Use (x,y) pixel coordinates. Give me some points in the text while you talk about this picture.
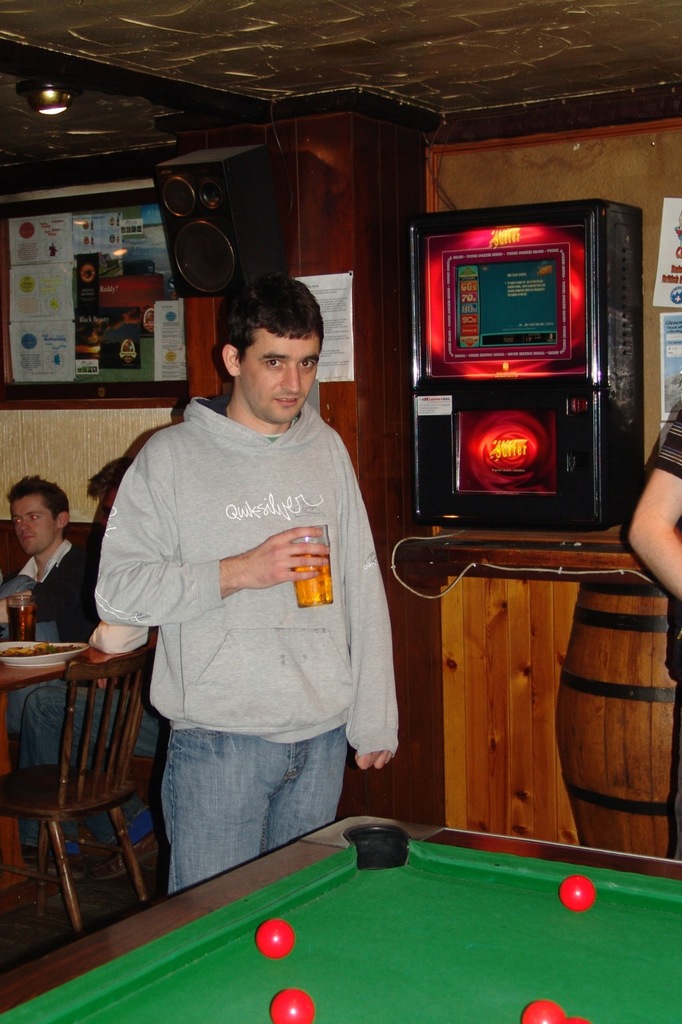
In this image, we can see a person (281,603) is holding a glass (312,586) with liquid (321,600). At the bottom (399,912), we can see a pool ball table (410,914) with balls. Background (109,437) we can see a wall (79,450), board (50,399), some stickers (140,312), speaker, machine (542,462), wooden barrel (574,707), chair (31,789), table (39,671), few items (35,657). Few people (41,639) we can see here. Right side of the image (650,555), we can see a human hand (667,534). Top of the image (236,97), we can see a roof (260,60) with light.
